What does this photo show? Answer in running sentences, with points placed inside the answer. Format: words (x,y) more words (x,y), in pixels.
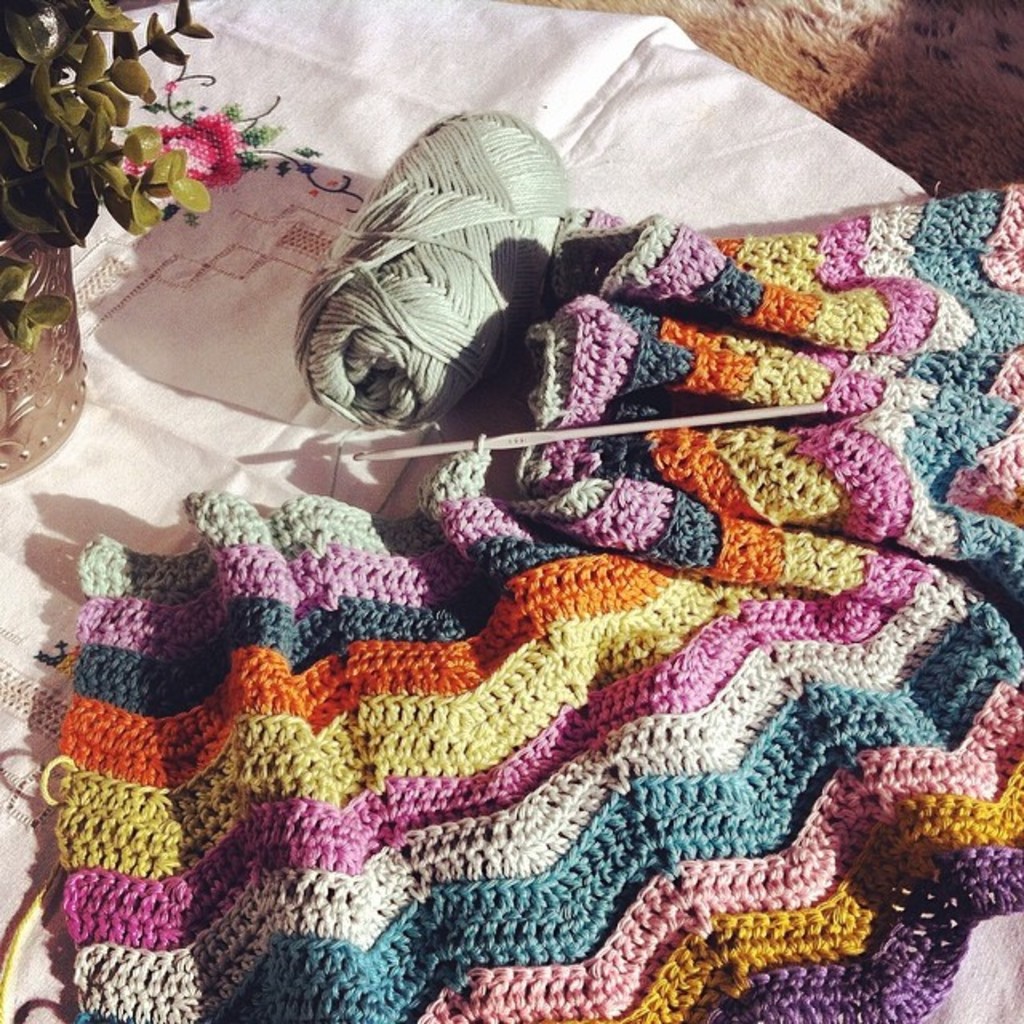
In this image I can see a wool cloth (614,611), needle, thread (493,142), houseplant (55,177), cloth (379,94) may be on the floor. This image is taken may be in a room (349,469).
